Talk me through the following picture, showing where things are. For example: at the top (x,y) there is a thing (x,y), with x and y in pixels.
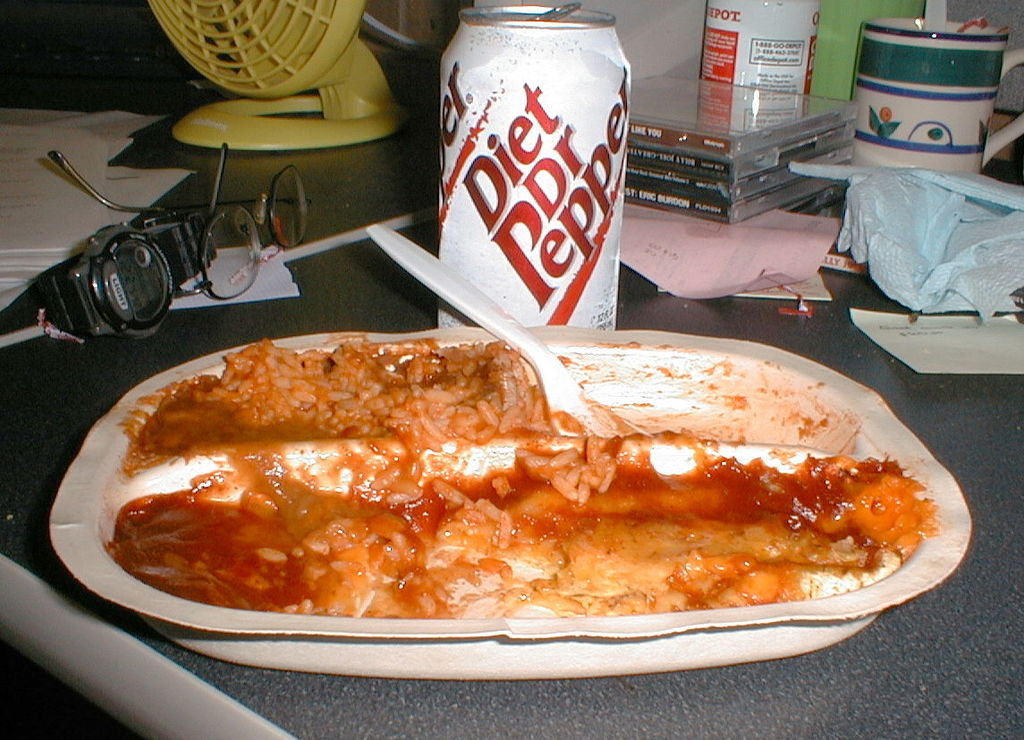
In this image I can see there are food items (593,478) in a white color plate (655,400) and a spoon (370,232). This is the tin (581,156) in white color, on the left side (138,255) there is a watch (152,248) and spectacles (258,245), at the top (331,118) it looks like a fan (253,59) in yellow color.
